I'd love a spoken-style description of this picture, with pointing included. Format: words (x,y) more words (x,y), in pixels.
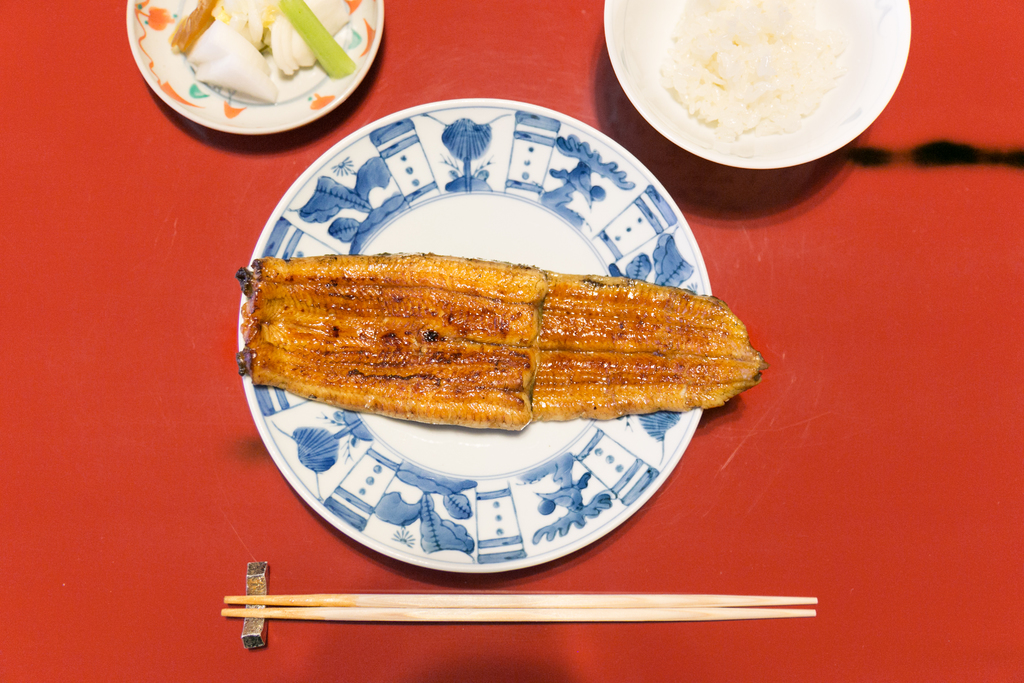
In this picture, we see a plate (408,481) containing food (551,298), chopsticks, a bowl (663,37) containing rice (701,74) and a plate (346,29) containing eatables (261,56) are placed on the red color table (105,355).
